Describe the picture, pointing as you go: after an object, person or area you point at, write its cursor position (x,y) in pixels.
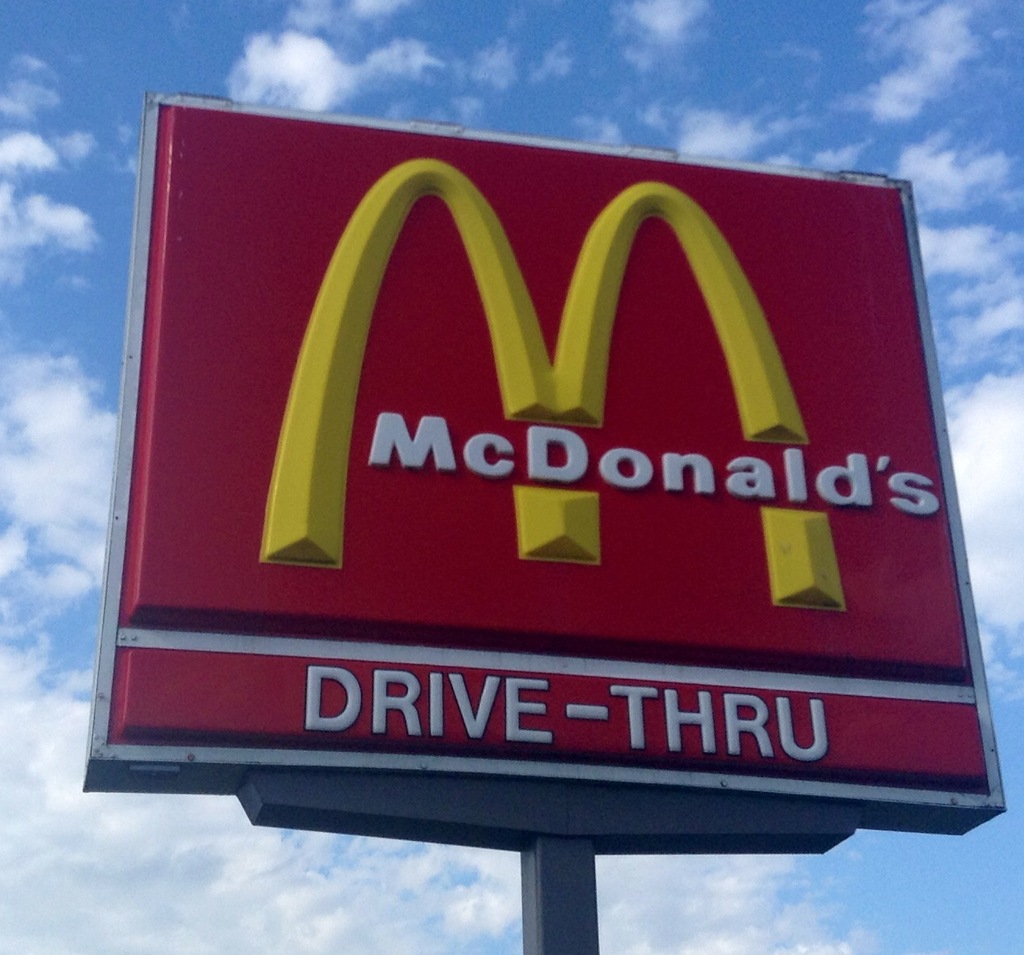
In this picture we can see a name board (394,729) and in the background (490,944) we can see the sky (893,112) with clouds (111,866).
